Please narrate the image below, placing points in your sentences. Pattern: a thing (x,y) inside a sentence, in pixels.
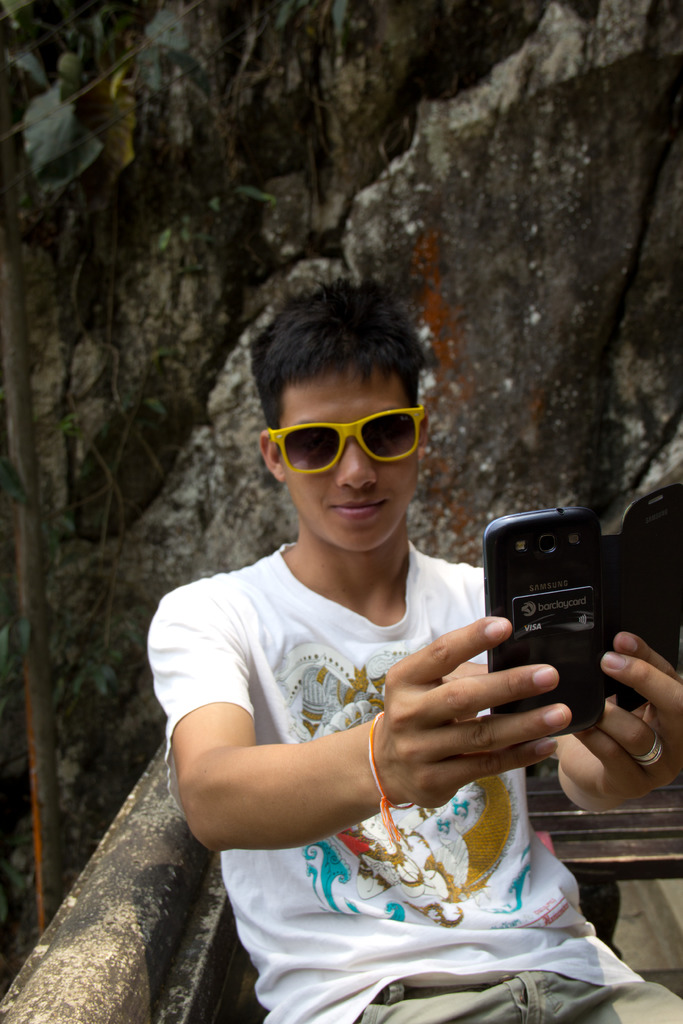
In this image there is a boy (335,788) sitting on a bench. He is holding a mobile phone (555,658) in his hand (537,676). He is wearing spectacles (318,467). Behind him there are rocks (388,139). In the top left (125,93) there are leaves (82,107).
